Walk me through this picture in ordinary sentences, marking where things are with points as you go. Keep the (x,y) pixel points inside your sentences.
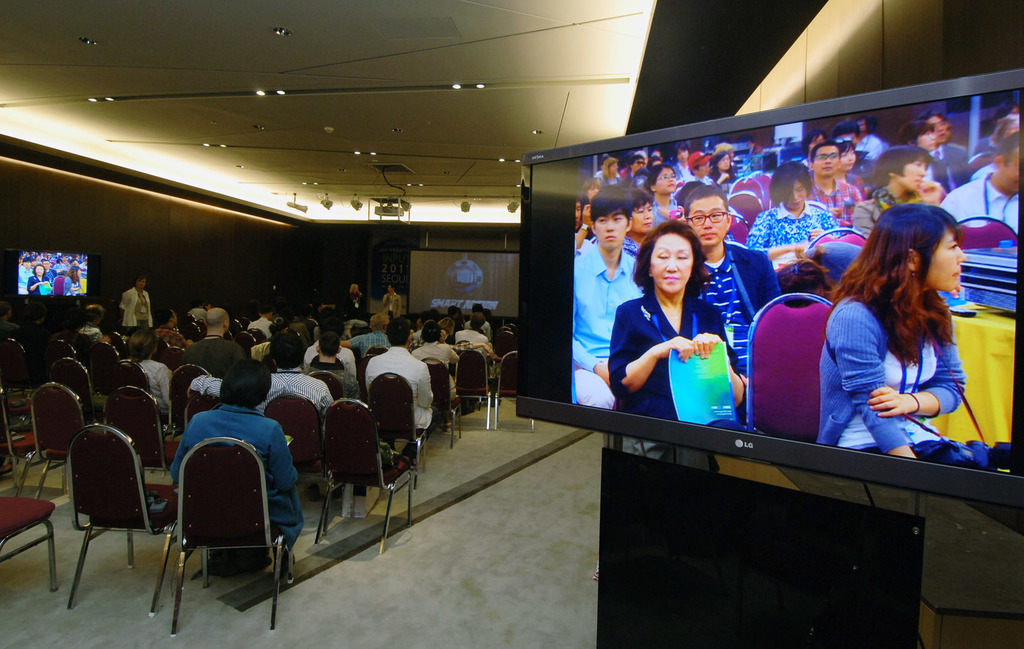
In the given image we can see many people (296,348) sitting on chair (769,321). This is a TV (607,352). This is a projector (387,220).
